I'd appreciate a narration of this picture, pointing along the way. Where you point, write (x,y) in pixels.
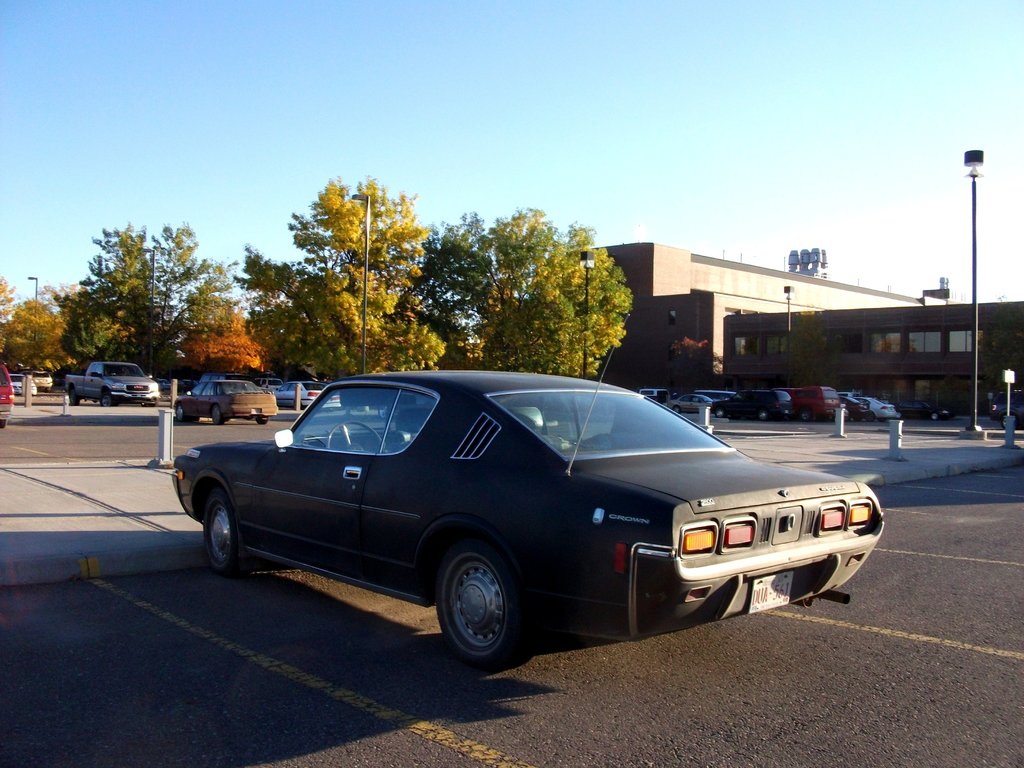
As we can see in the image there are cars (638,457), buildings (697,317), trees (565,312), pole (972,153) and sky (431,145).
